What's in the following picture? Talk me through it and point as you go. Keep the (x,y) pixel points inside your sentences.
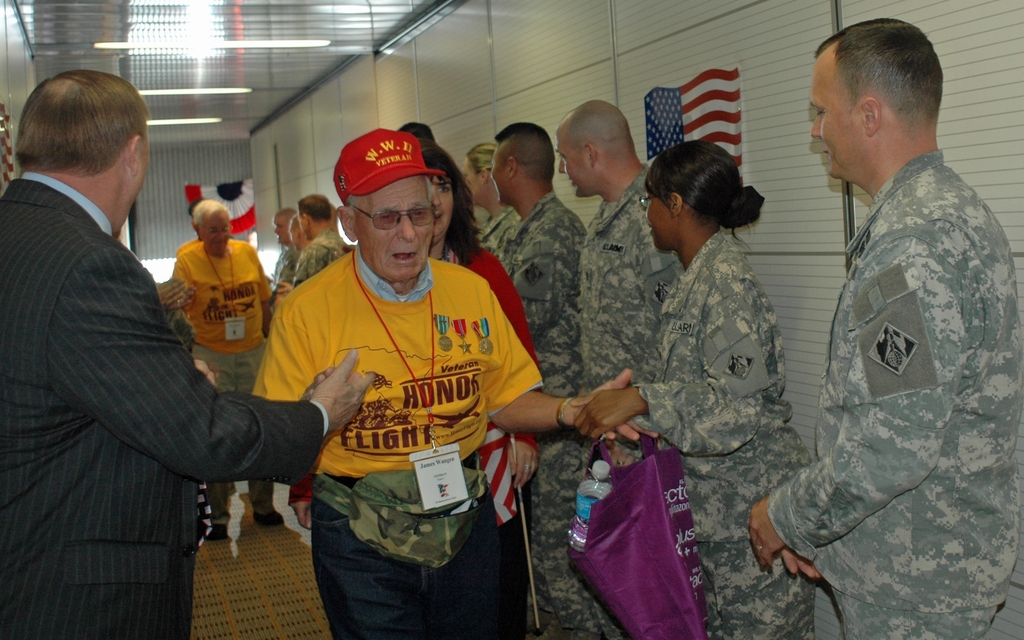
In this picture there are people (252,300) and soldiers (514,266). On right (696,102) to the wall (764,97) there is flag (731,101). At the top (210,39) to the ceiling (187,83) there are lights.
